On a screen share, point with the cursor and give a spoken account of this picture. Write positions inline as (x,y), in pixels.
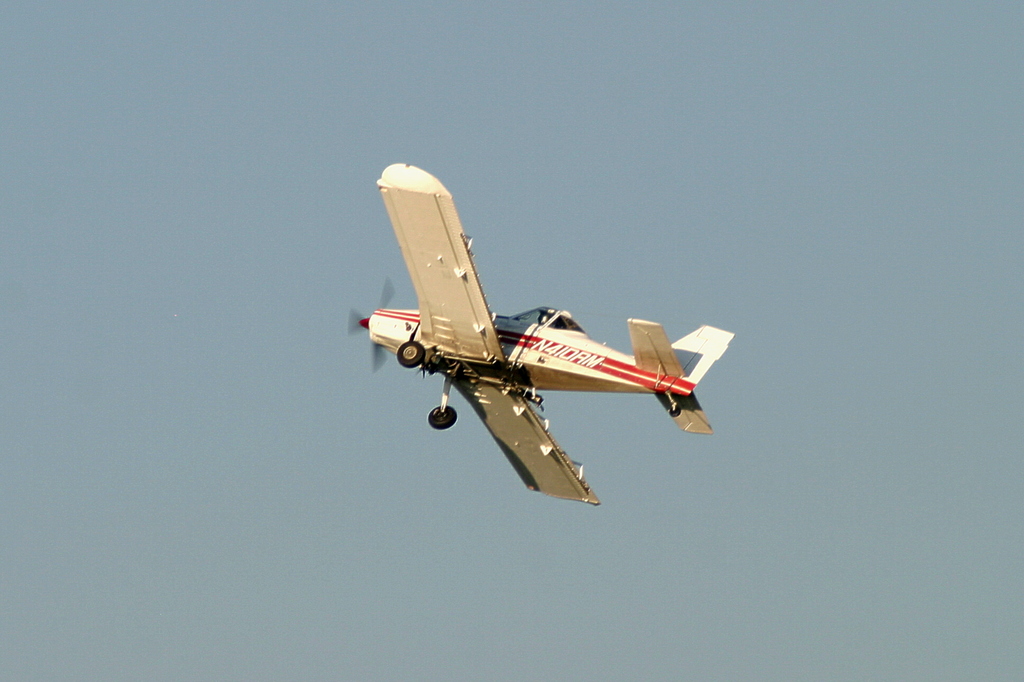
In this picture we can see an airplane (440,253) flying in the sky (463,126).
